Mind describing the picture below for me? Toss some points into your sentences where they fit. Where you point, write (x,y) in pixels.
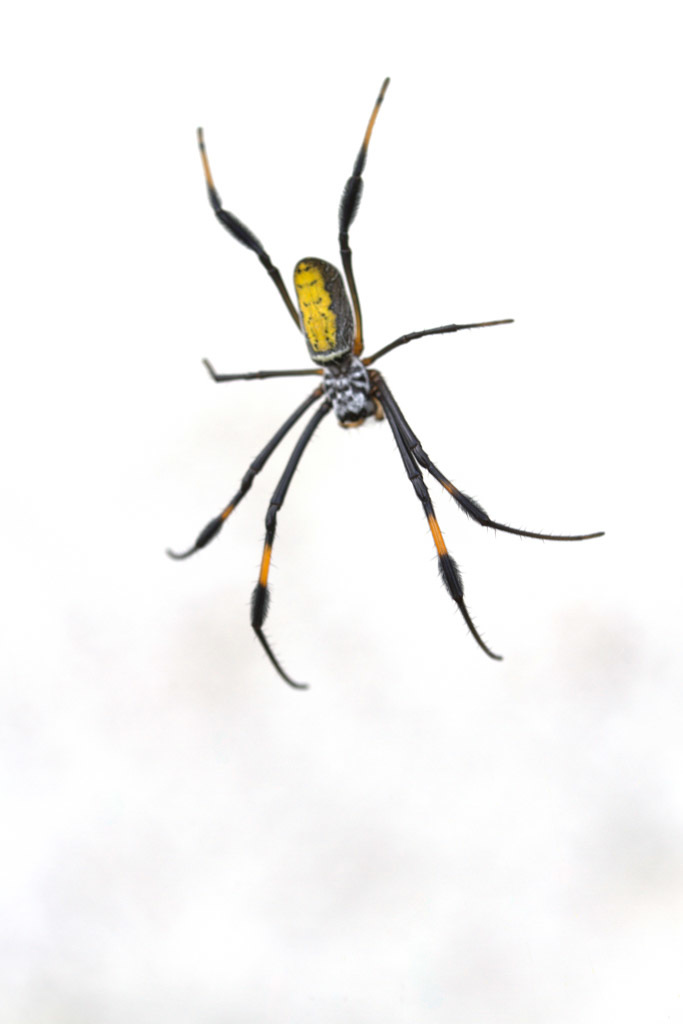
In this image we can see an insect (340,281). The background (372,288) is white in color.
